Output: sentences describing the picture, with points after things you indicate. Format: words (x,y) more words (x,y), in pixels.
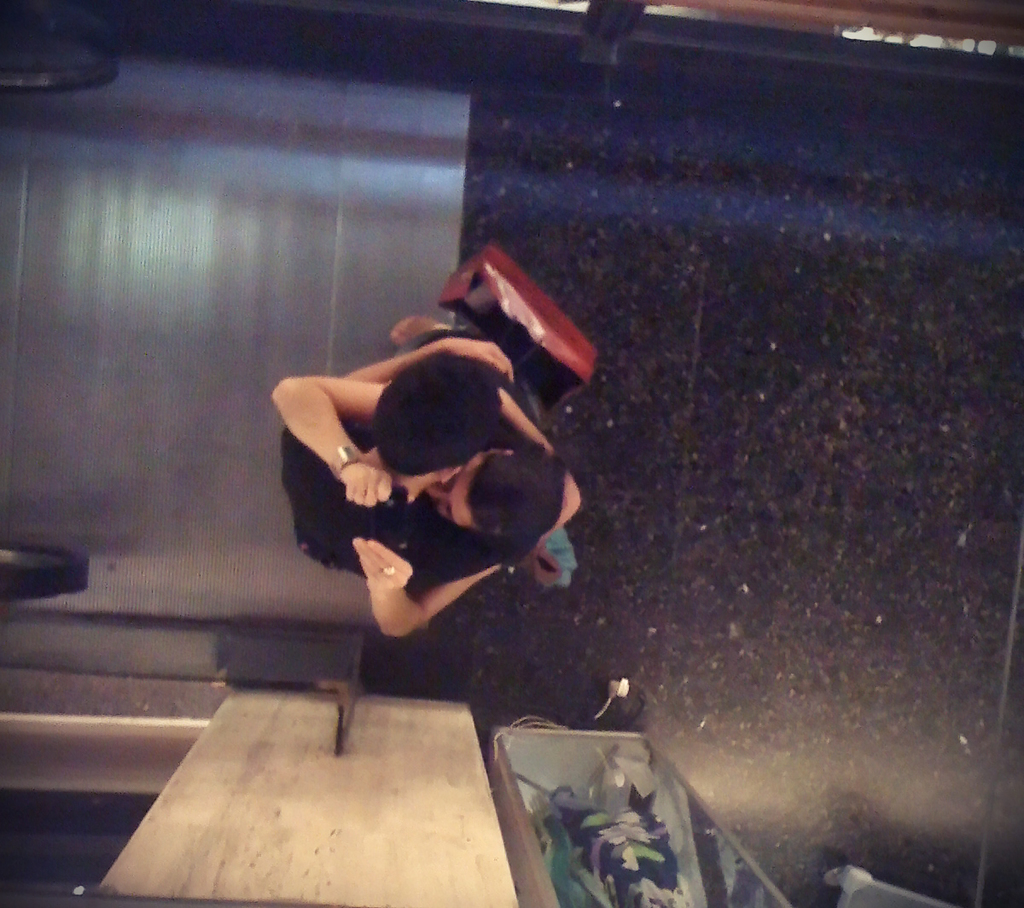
In this image in the center (428,468) there are persons (408,493) hugging each other and at the bottom (400,844) there is a wall (401,829) and there is a glass (611,856).
